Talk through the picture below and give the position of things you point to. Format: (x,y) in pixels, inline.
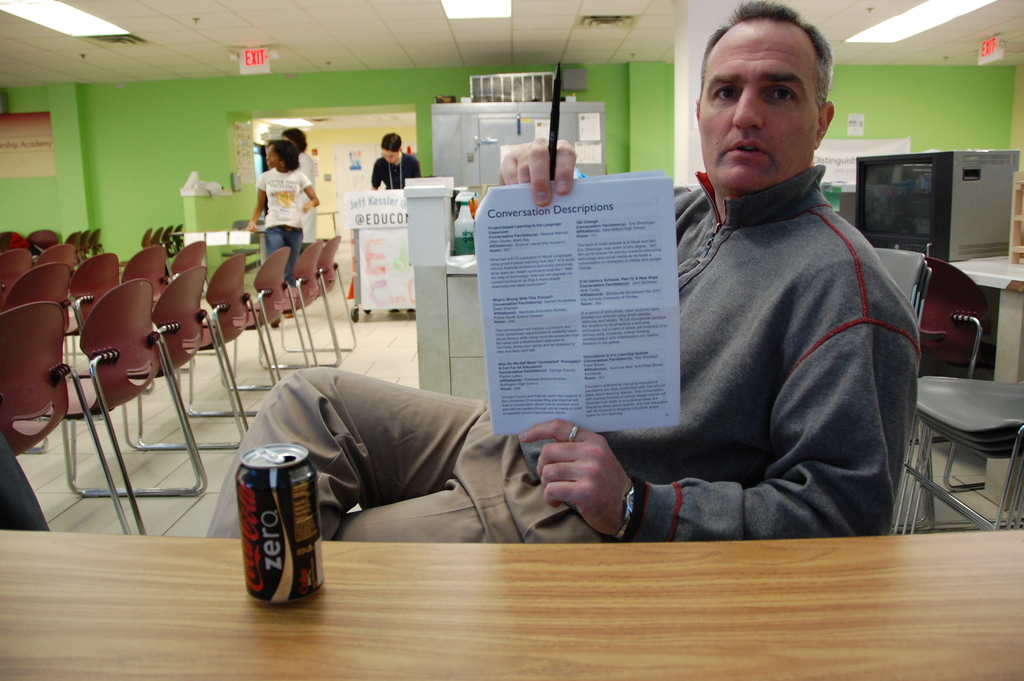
In this picture we can see a person (484,509) sitting on a chair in front of him there is a table (480,607) on the table (328,607) we can see a can (292,515) and side of him there are so many chairs (177,348) are arranged and backside people (297,182) are standing and there is a TV (913,181) and the man (463,512) is holding a paper (549,307).
